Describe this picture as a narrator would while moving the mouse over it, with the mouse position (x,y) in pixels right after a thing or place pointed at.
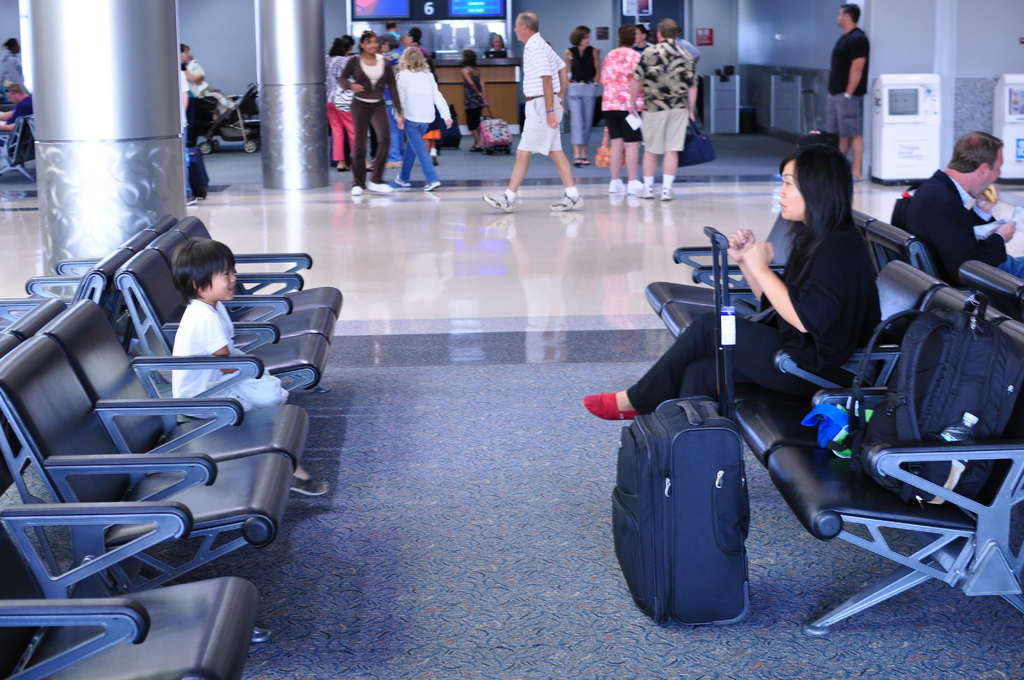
On the left (235,384) we can see a boy (196,265) sitting on a chair (224,449) and on the right (930,209) we can see a man (958,218) eating food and a woman (814,302) sitting on the chairs (865,221) and we can see luggage bags (933,357). In the background (190,73) there are few people (190,73) walking and standing on the floor (32,185) and we can see strollers (224,123) and luggage bags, pillars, wall (606,42), electronic devices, counter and other objects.
